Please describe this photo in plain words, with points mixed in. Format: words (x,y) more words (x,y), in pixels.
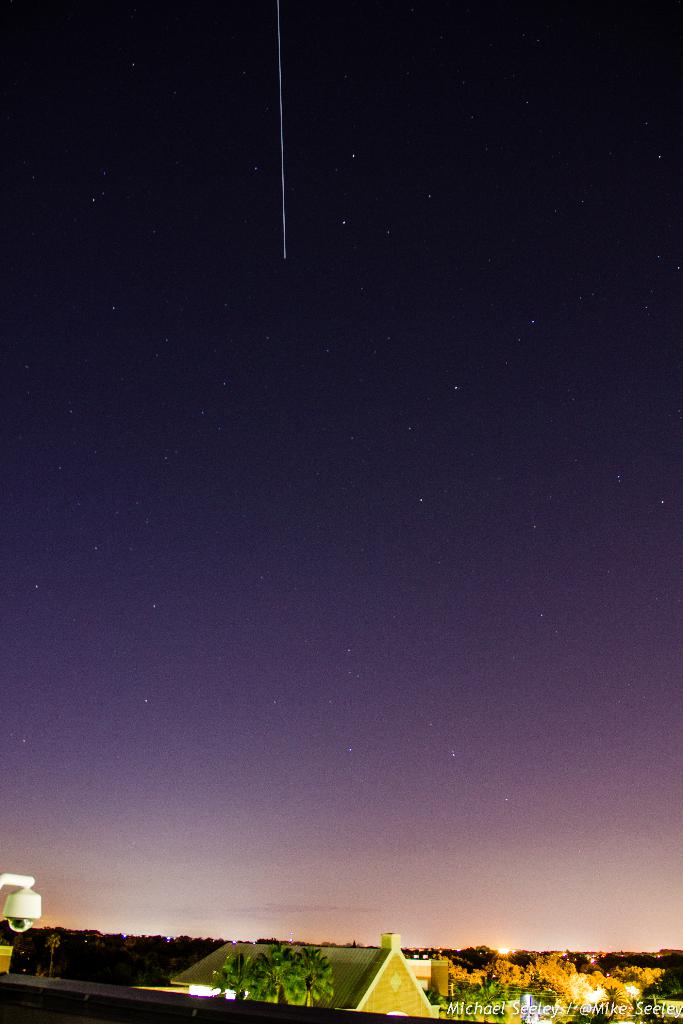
In this picture we can see a few houses (194,983) and trees (30,952). There is a security camera (10,920) on the left side (7,909). We can see a watermark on the right side (464,1011).
